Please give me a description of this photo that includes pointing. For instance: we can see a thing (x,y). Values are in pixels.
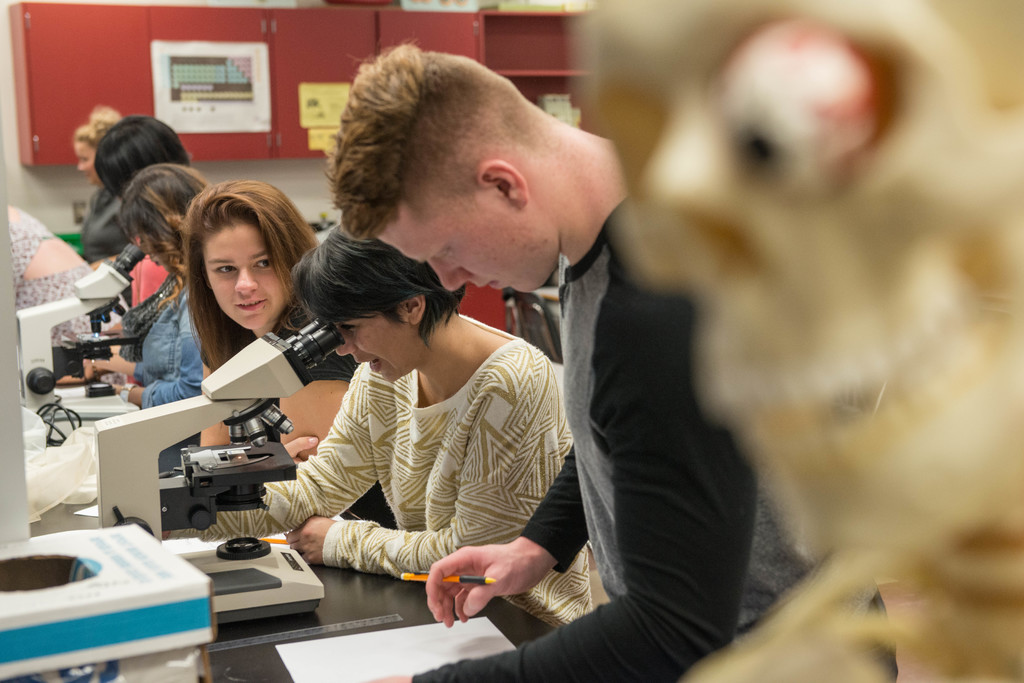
This picture describes about group of people (315,286), in front of them we can see papers (453,636) and some machines (111,427) on the table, in the background (190,78) we can find few papers (178,91) on the cupboards (126,76).
